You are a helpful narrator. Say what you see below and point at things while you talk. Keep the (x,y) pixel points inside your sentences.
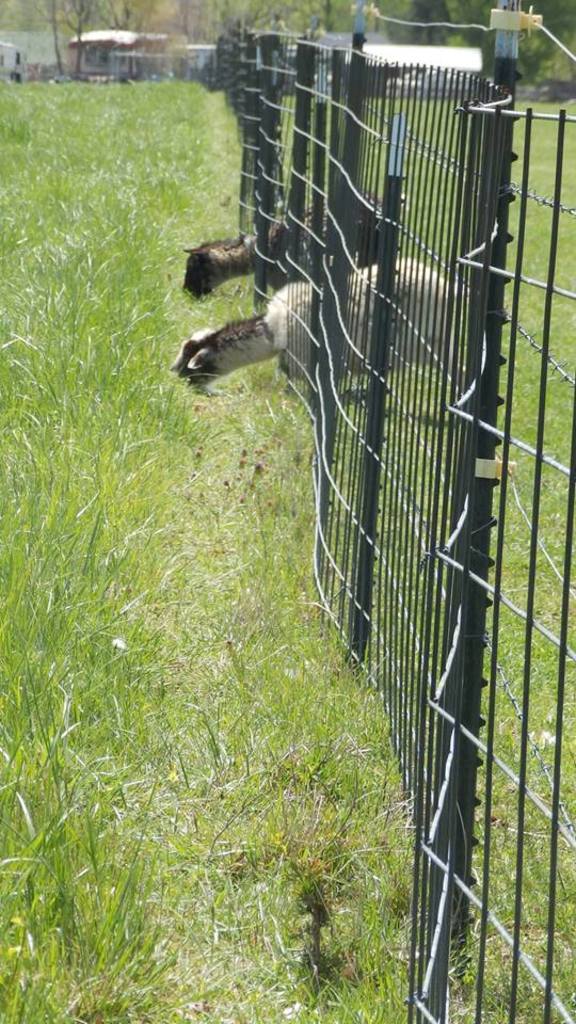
In this picture we can see two animals (201,357) are eating grass (105,400). We can see some fencing (284,222) on the right side (502,58). There are few houses (7,73) and trees (547,22) in the background (7,53).
